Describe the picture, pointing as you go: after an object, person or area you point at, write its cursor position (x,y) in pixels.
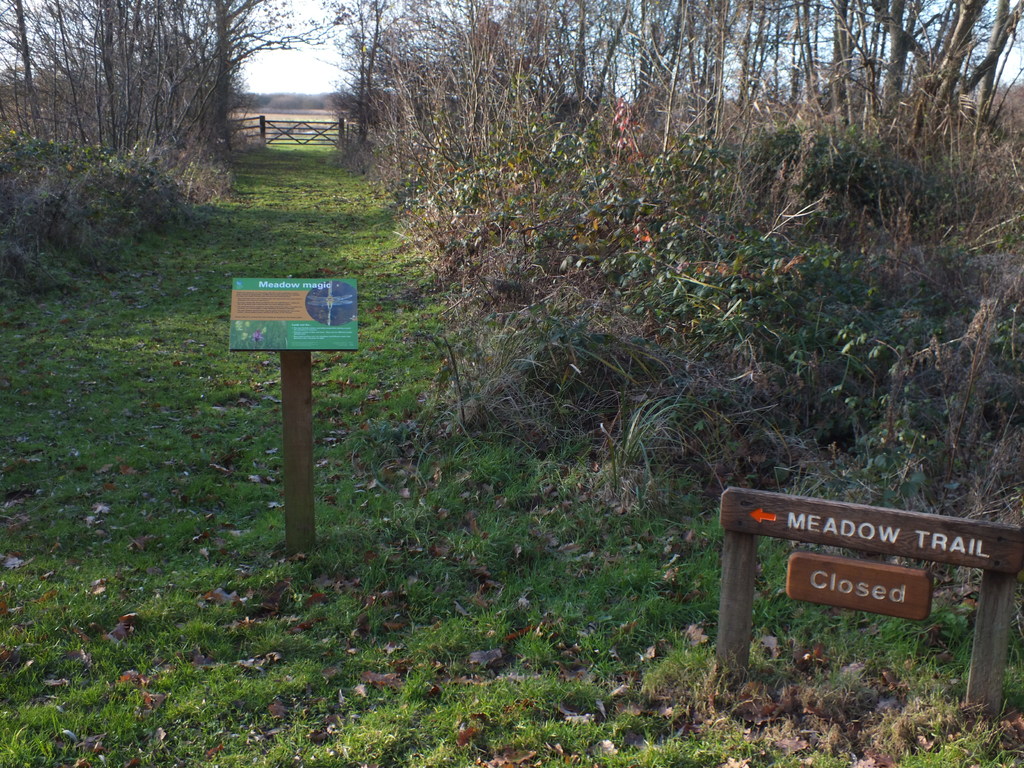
In this picture I can see some boards (257,331) on the grass (336,612), around there are some trees (697,79) and dry leaves (227,598) on the grass (45,343).
